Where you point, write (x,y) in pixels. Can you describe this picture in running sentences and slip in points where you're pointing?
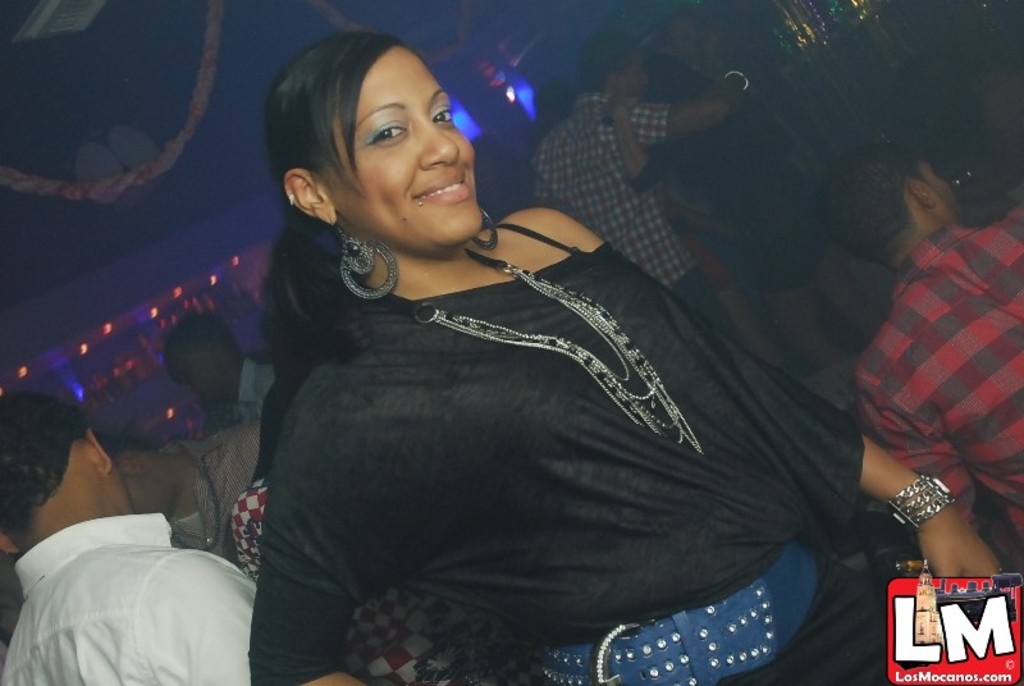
Here we can see a woman (529,439) standing and smiling. In the background (72,375) there are few persons (1004,287), lights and some other objects (208,82).
